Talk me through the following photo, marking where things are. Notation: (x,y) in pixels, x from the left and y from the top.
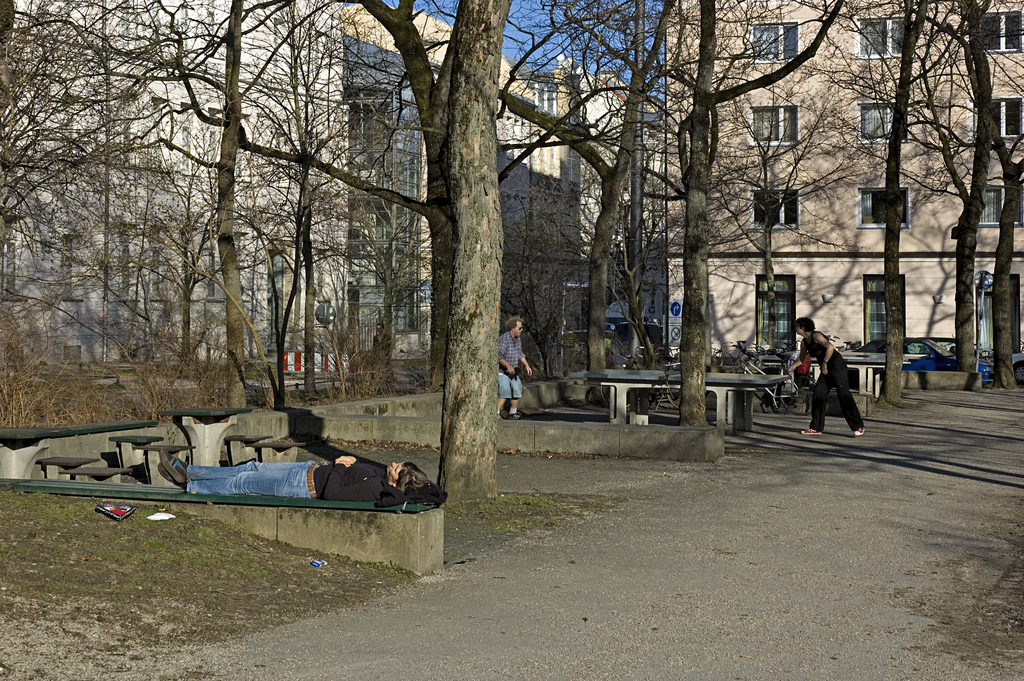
In this image I can see a person (240,465) sleeping on the bench (354,524), background (429,256) I can see two other persons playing game, dried trees (185,286), buildings (201,352) in cream and white color and sky (539,33) in blue color.
